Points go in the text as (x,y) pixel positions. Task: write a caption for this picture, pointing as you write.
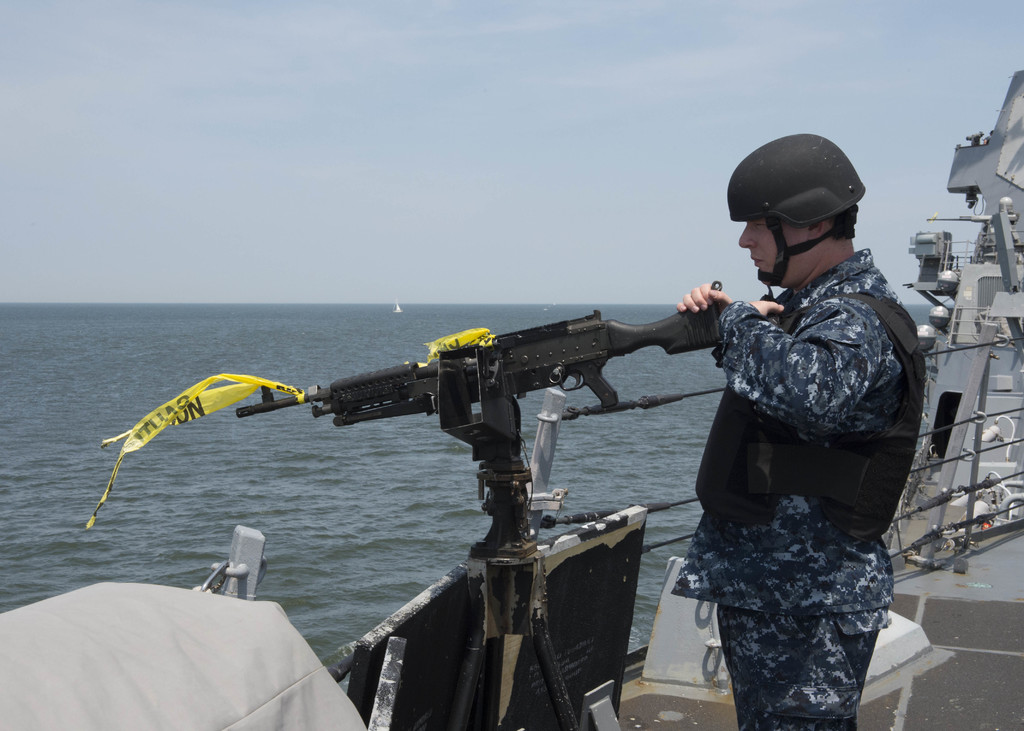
This image is taken outdoors. At the top of the image (173,144) there is a sky (232,168) with clouds (719,59). On the right side of the image (927,333) there is a ship (520,640) on the sea (48,584) and a man (749,326) is standing on the ship (705,710) and holding a gun (599,341). In the middle of the image (667,393) there is a sea (624,383).
